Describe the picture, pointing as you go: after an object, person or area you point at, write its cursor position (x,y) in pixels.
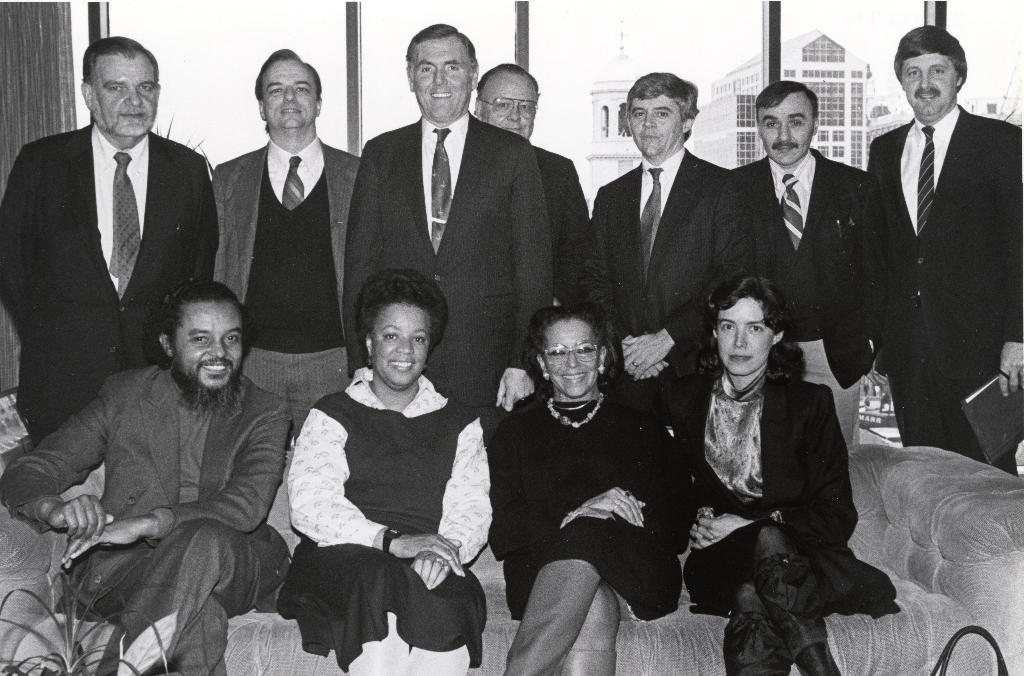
In this image there are four people (715,434) sitting on the couch (4,630) and smiling, and there are group of people (515,199) standing and smiling, and in the background (730,40) there is a window (718,44), buildings (602,92), sky (702,43).
